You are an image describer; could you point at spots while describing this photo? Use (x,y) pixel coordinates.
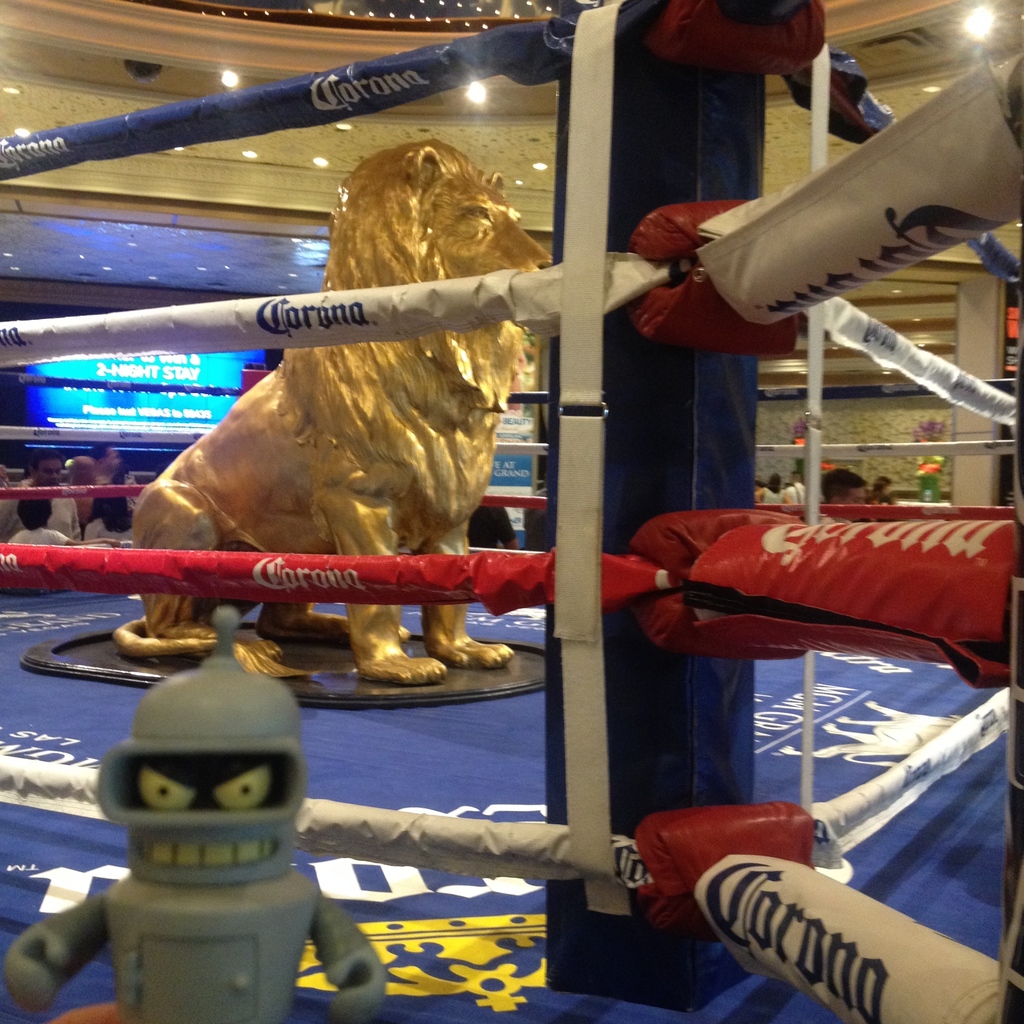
In front of the image there is a toy (136,997). There is a depiction of a lion (471,391) in the boxing ring (508,583). Behind the ring (565,590) there are people (51,514). There is a screen (181,400). There are flower pots (943,466) and boards (498,475) with some text (513,472) on it. At the top of the image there are lights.
